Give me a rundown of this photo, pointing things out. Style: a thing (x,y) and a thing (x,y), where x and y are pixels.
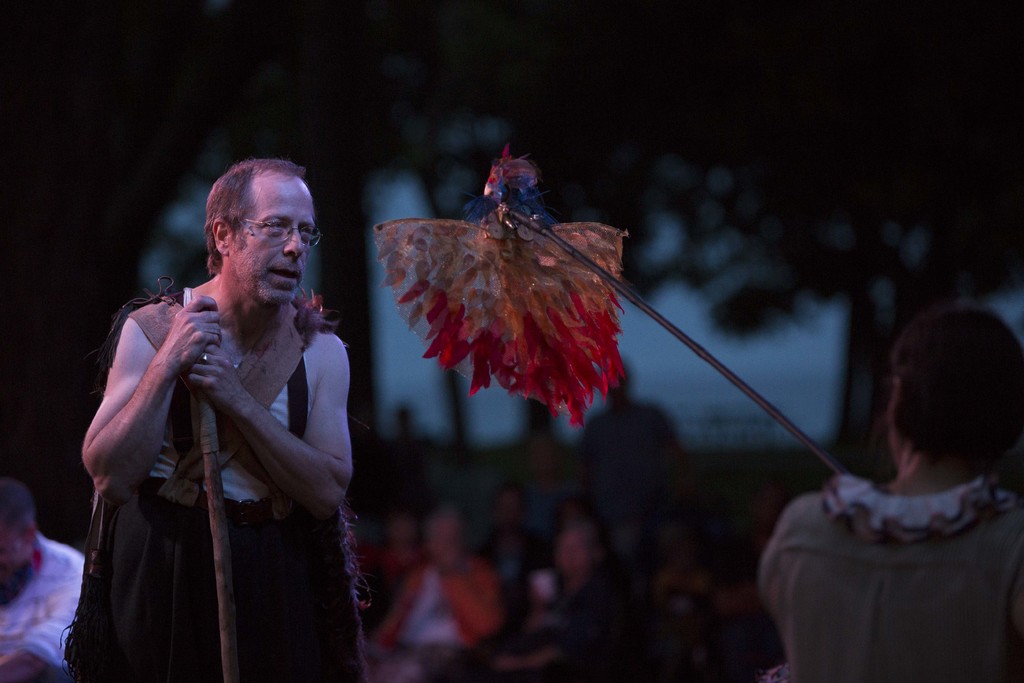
In this image, we can see few people (567,540). Here a person (230,437) is holding a stick (226,558) and wearing glasses (271,223). In the middle of the image (512,323), we can see a stick (681,342) with some object (551,310). Background (660,642) there is a blur view. Here we can see trees (892,178), few people (499,532).
